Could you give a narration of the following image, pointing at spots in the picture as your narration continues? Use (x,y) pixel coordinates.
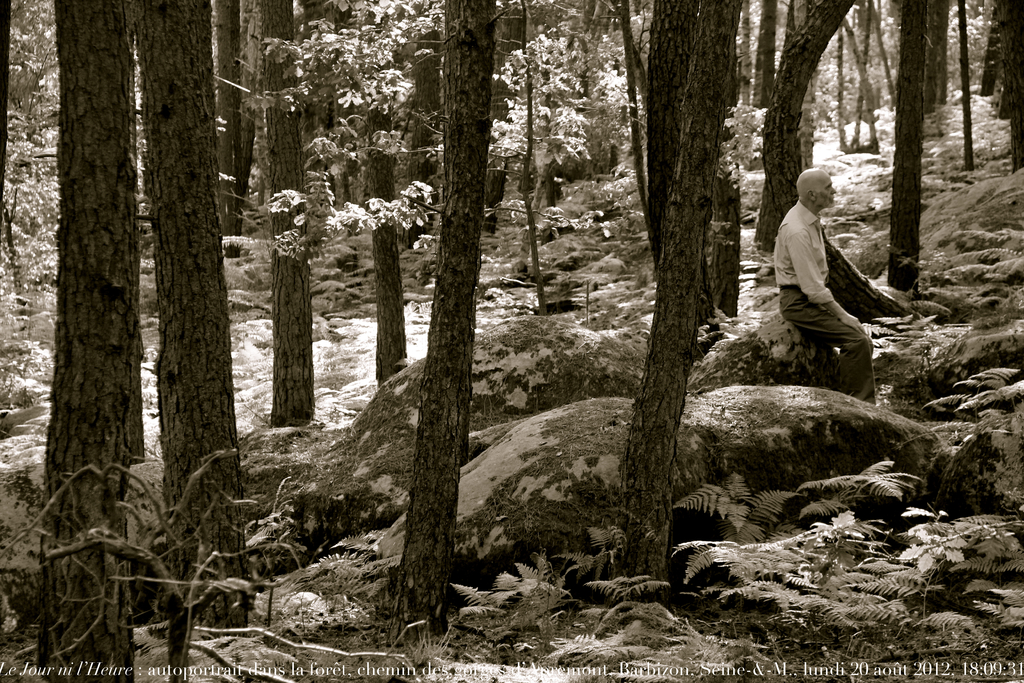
The image is looking like an edited image. The picture is clicked in woods (354,610). At the bottom (112,667) there is text (483,674). In this image we can see plants (613,135), trees (637,130), rocks (1002,488) and a person (823,284) sitting on the rock (797,360).
